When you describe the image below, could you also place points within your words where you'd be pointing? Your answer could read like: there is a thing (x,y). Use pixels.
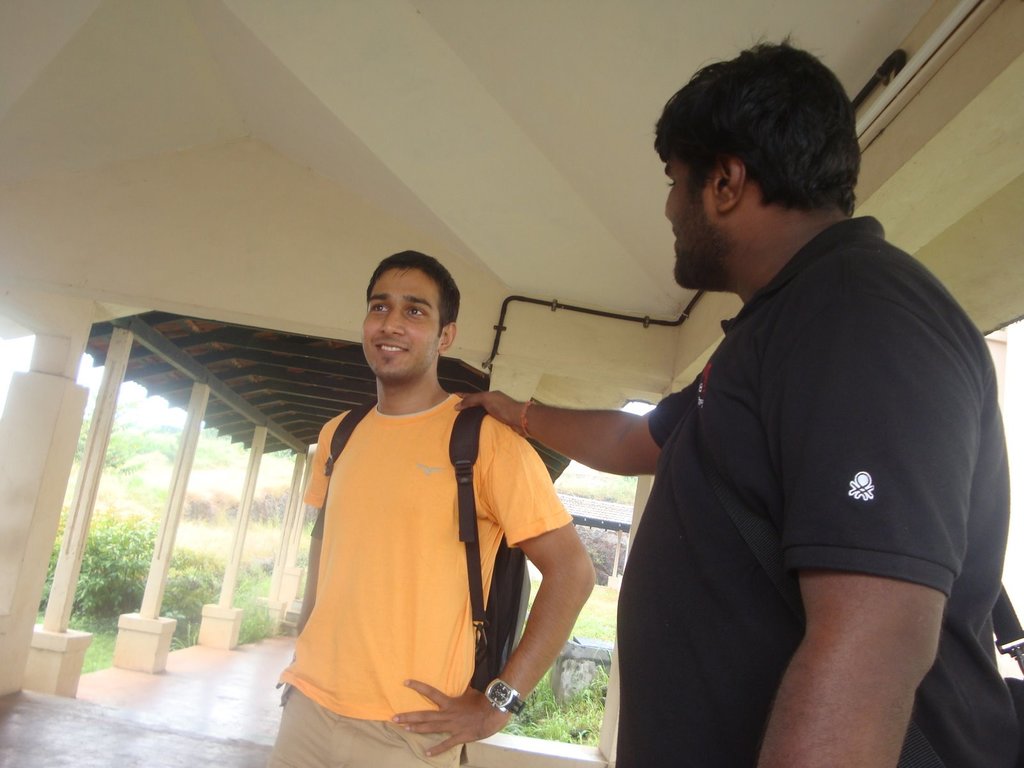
In this image we can see two men (371,558) standing, a person (515,529) is wearing a backpack (516,590) and in the background (600,704) there are pole (188,446), shed (307,350), plants (97,551) and grass (227,473) and there is a rod (676,319) attached to the wall (561,320).
